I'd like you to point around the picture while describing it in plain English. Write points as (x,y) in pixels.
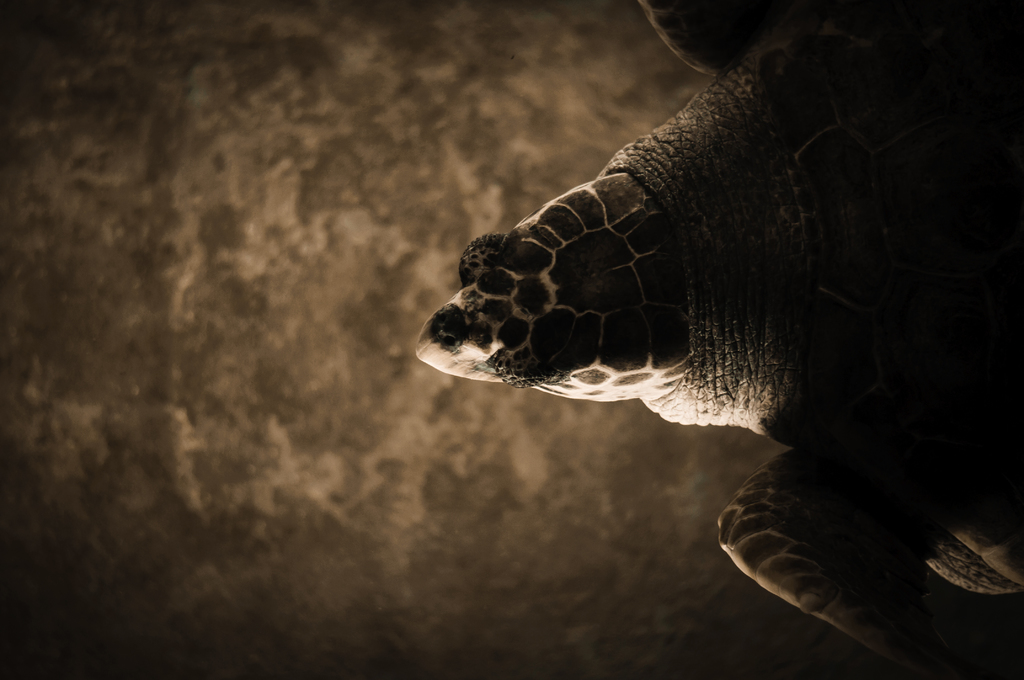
This is an edited image. On the right side of the image (835,384) we can see a turtle (530,321). In the background (130,402), the image is blurred.
